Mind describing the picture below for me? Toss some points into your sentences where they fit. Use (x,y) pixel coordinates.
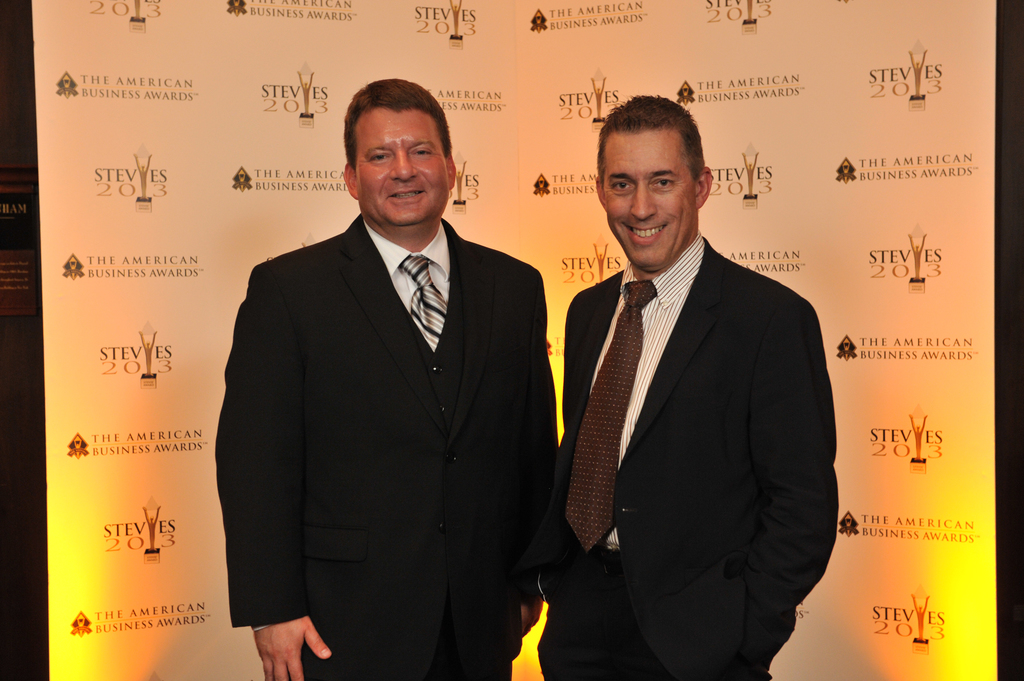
In this image in the center (533,371) there are persons (548,393) standing and smiling. In the background (223,206) there is a banner (341,196) with some text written on it which is white in colour.
